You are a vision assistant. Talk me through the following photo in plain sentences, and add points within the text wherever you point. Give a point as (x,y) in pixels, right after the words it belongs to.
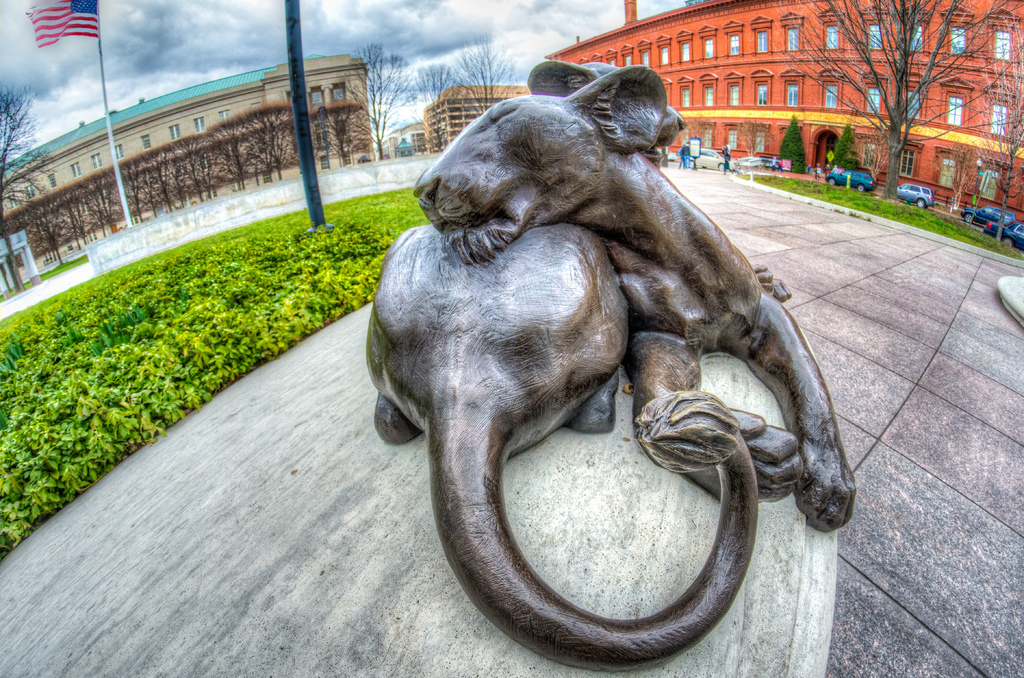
In the background (679,15) we can see the sky (550,35), buildings (962,123), trees (34,122), vehicles (863,185), people (782,166), poles (107,105) and the flag (82,28). In this picture we can see the plants (300,270) and the statue of an animal (558,335).
